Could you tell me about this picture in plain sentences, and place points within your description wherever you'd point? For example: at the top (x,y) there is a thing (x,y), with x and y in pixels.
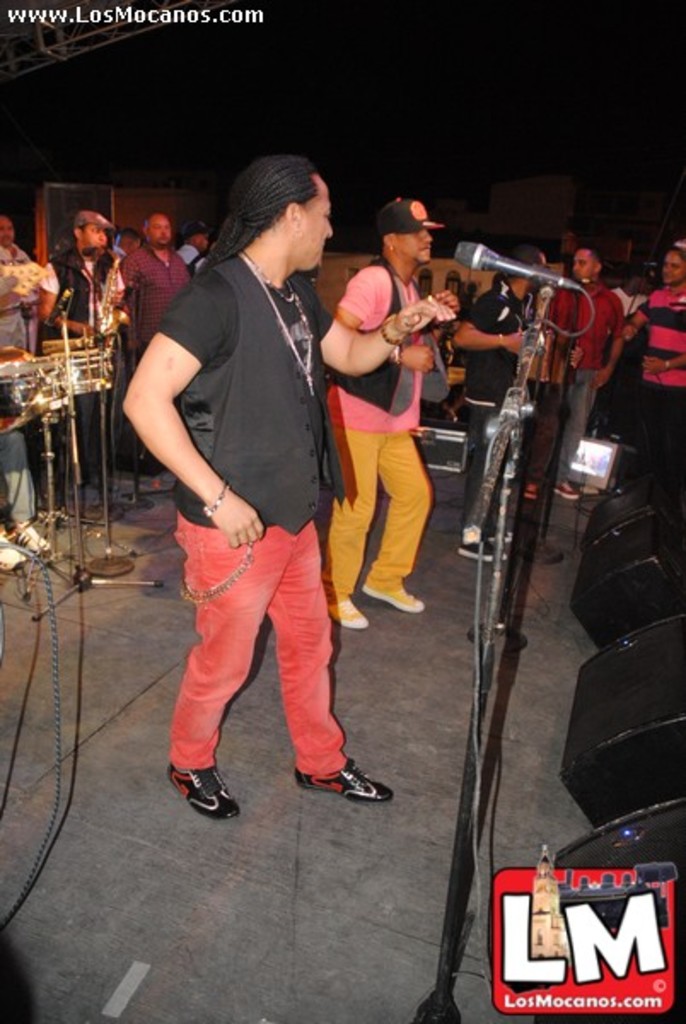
In the picture i can see some persons (7,435) playing musical instruments (28,406) there are some microphones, there are some persons (410,362) standing, on right side (658,822) i can see some sound boxes (641,847).
